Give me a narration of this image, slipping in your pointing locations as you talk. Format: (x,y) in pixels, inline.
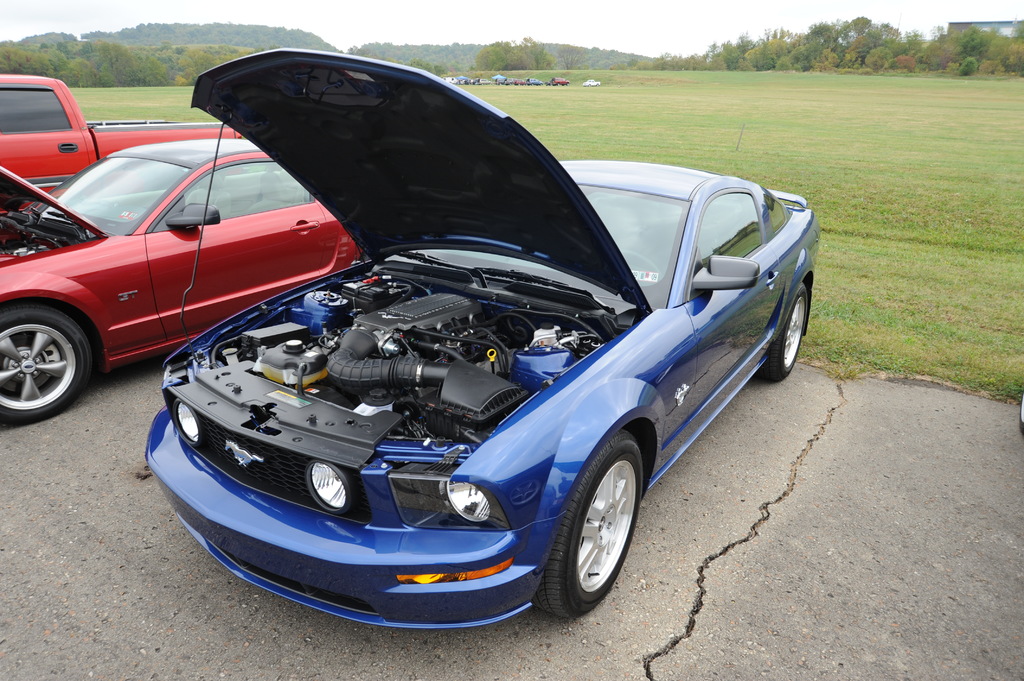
In this image I can see few vehicles (485,332), they are in blue and red color. Background (769,51) I can see trees (827,55) in green color and the sky (570,28) is in white color.
